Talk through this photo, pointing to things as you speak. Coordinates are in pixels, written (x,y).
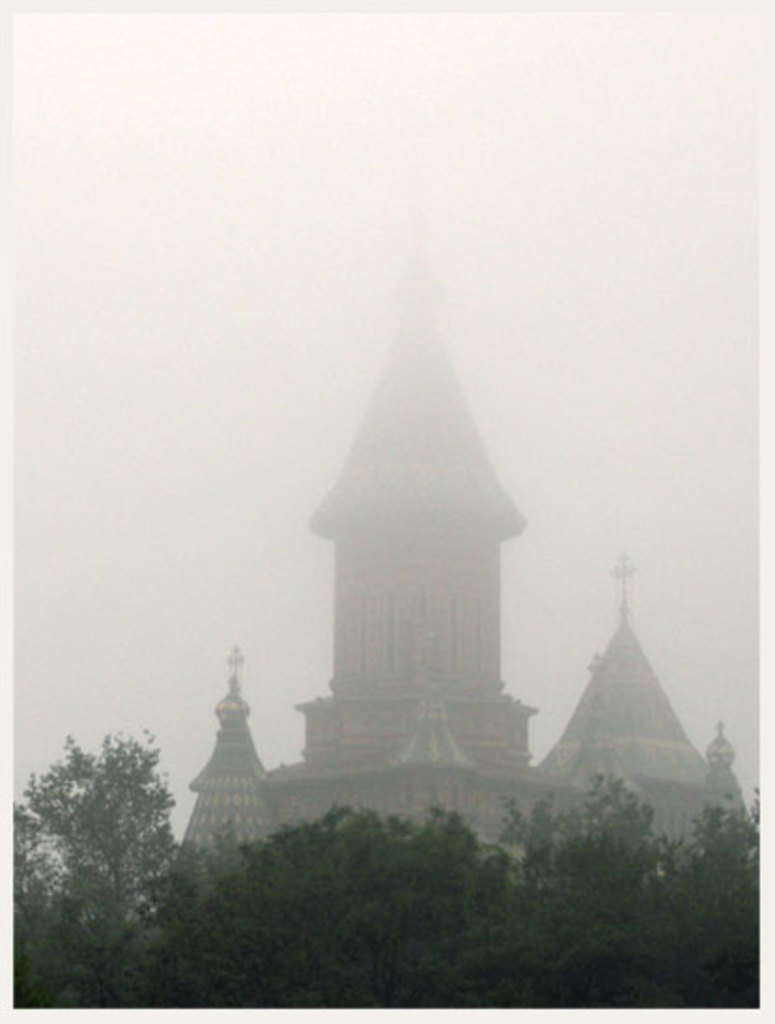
In this image we can see a building (436,672). There are many trees (396,913) in the image. There is a sky (320,209) in the image.
